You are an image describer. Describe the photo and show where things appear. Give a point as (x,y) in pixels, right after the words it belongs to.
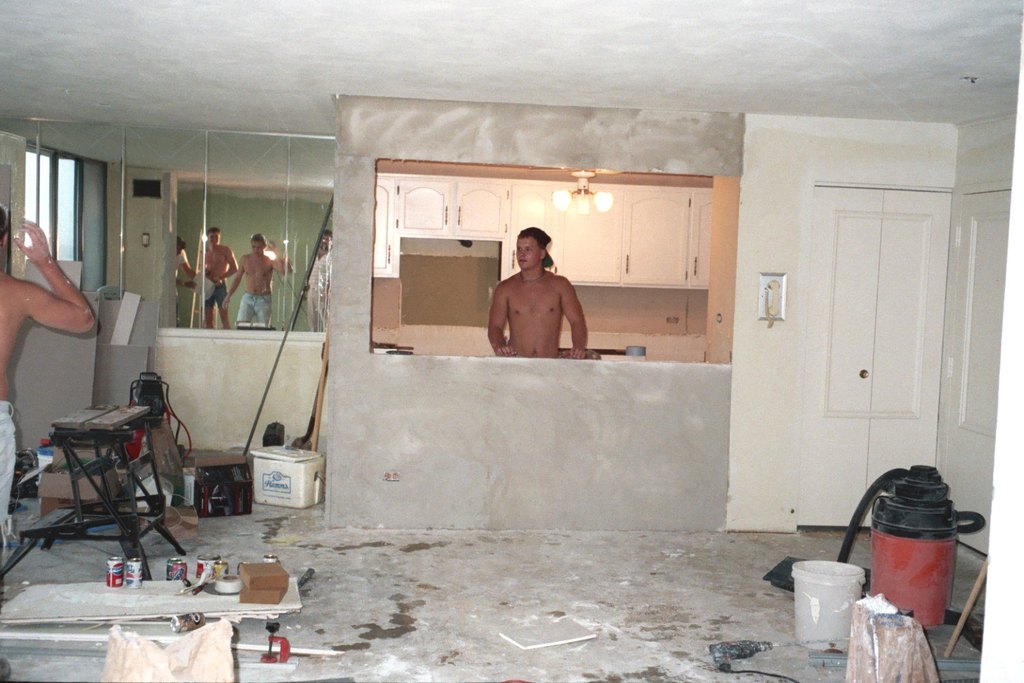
In this picture there is a person (536,307) wearing cap (542,235) is standing and there is a light (584,204) and few cupboards (591,230) beside him and there is a wall (512,366) beside him and there are few other objects (880,563) in the right corner (891,584) and there is a person (35,301) standing in the left corner (41,312) and there are few other objects (165,463) in front of him and there is a mirror (212,230) in the background (165,210).
